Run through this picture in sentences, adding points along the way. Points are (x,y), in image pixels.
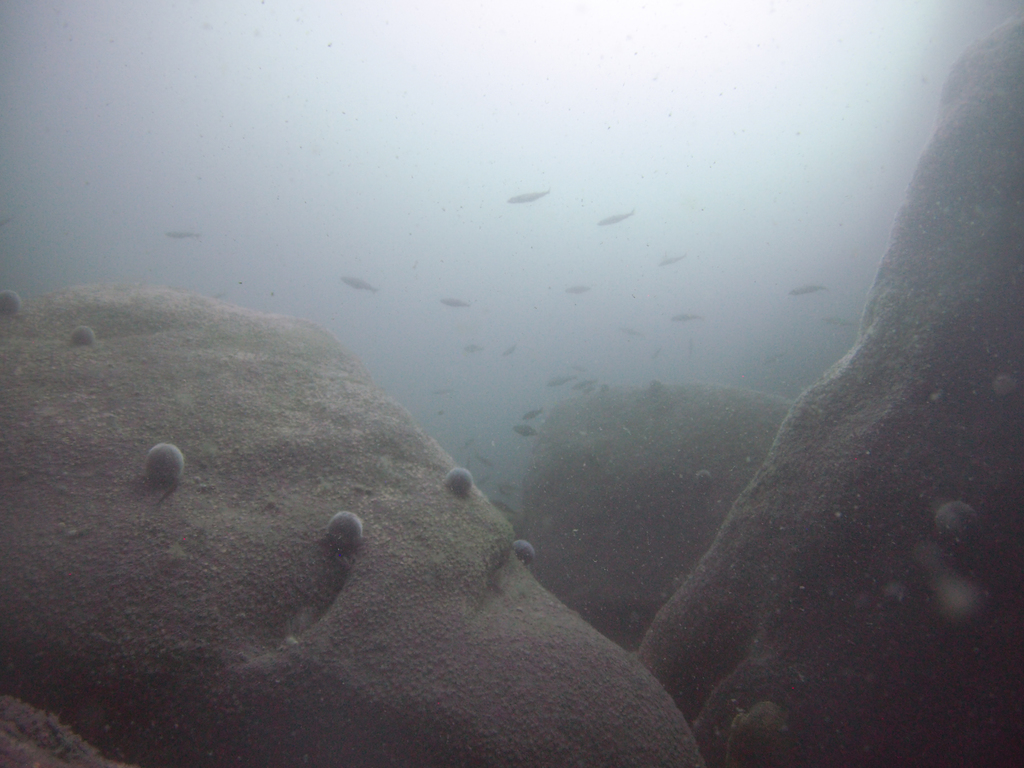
In this picture I can see the water (512,330). I can see the fishes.
